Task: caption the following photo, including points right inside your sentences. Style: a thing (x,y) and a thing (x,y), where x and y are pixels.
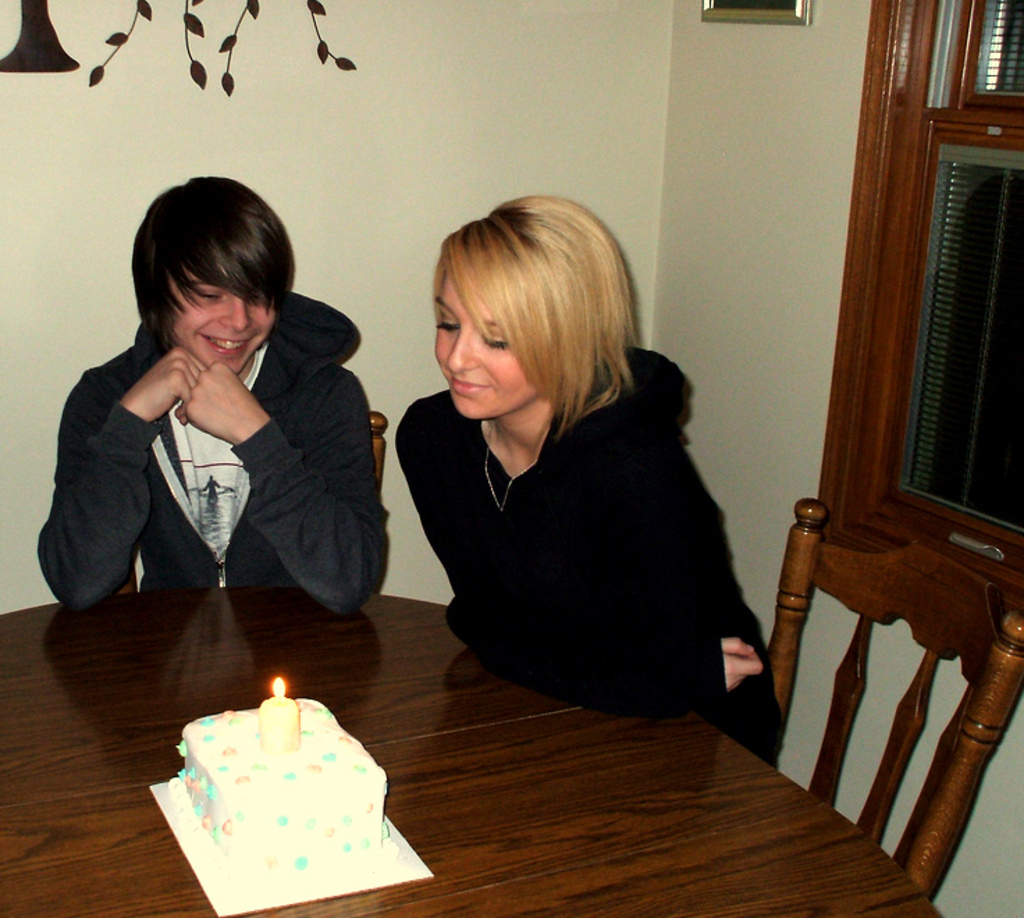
In this image on the right side (683,630) there is one woman (583,536) who is sitting and smiling. On the left side (271,436) there is one man (240,415) who is sitting and smiling in front of them there is one table (73,776). On that table (72,787) there is one cake (309,734) and candle (275,733), on the background (507,148) there is one wall (571,148) on the top of the right corner (760,12) there is one window (905,305) and one photo frame (747,16) is there.
